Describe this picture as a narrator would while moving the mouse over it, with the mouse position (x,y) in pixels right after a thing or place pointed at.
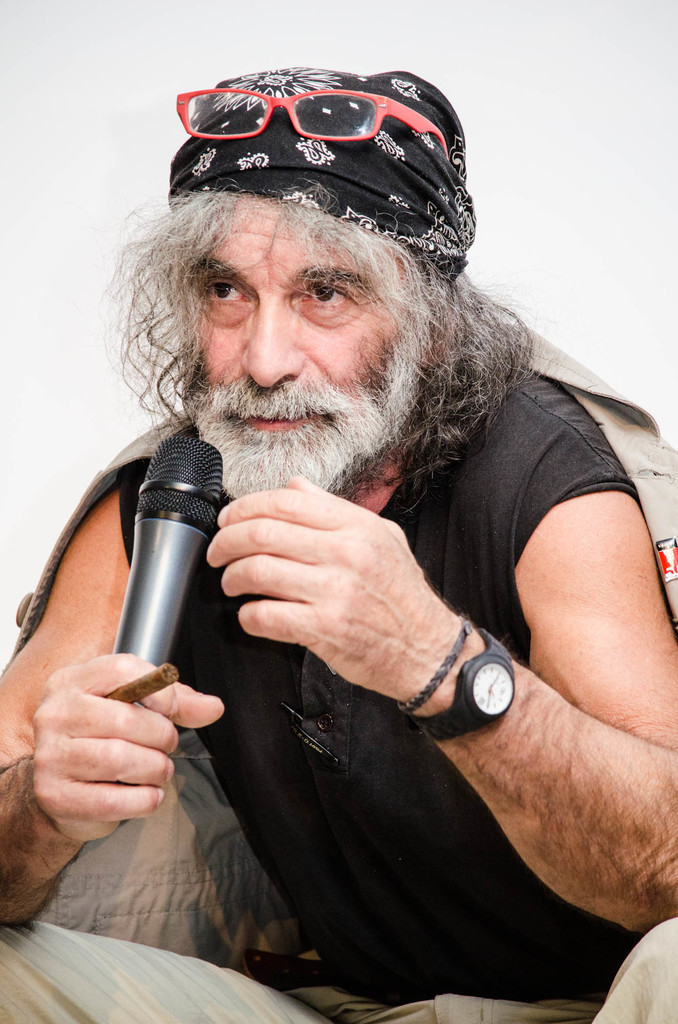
In this image we can see a person (545,844). A man (216,559) is holding a microphone (206,527) and some object (137,693) between two fingers (150,732).
